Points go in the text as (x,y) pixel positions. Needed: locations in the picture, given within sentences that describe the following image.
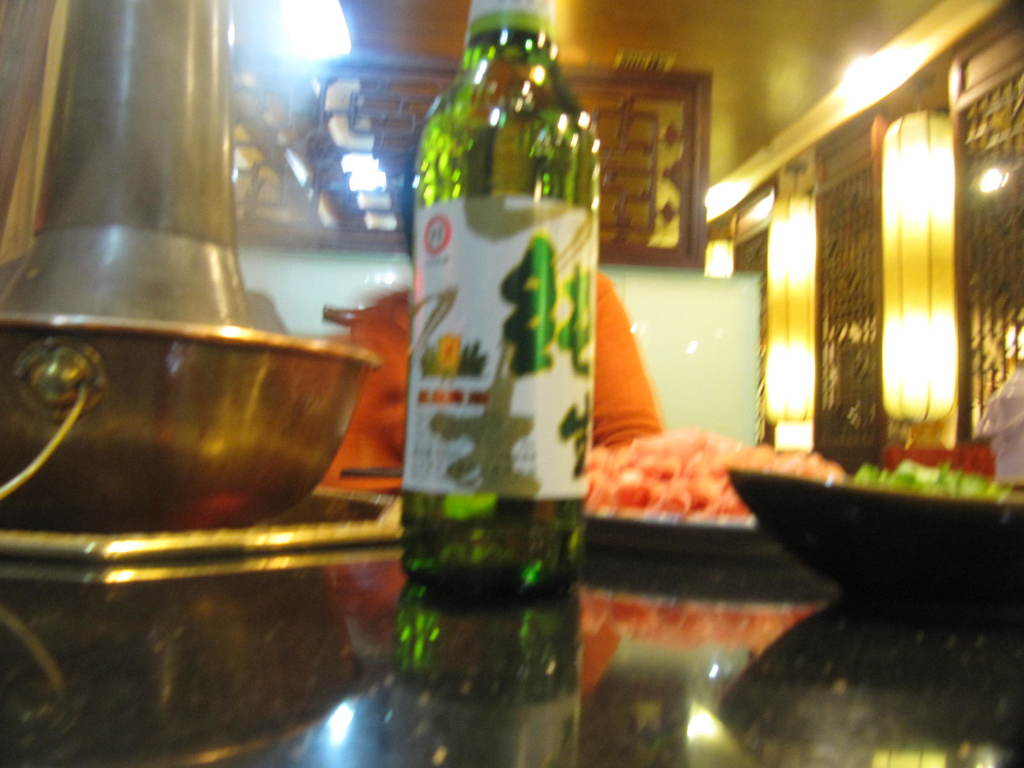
In this picture there is a glass bottle (410,416) and food eatables (859,465) on top of a table (240,678). In the background (846,393) we observe designed photo frames (676,176) and wall (833,383).
